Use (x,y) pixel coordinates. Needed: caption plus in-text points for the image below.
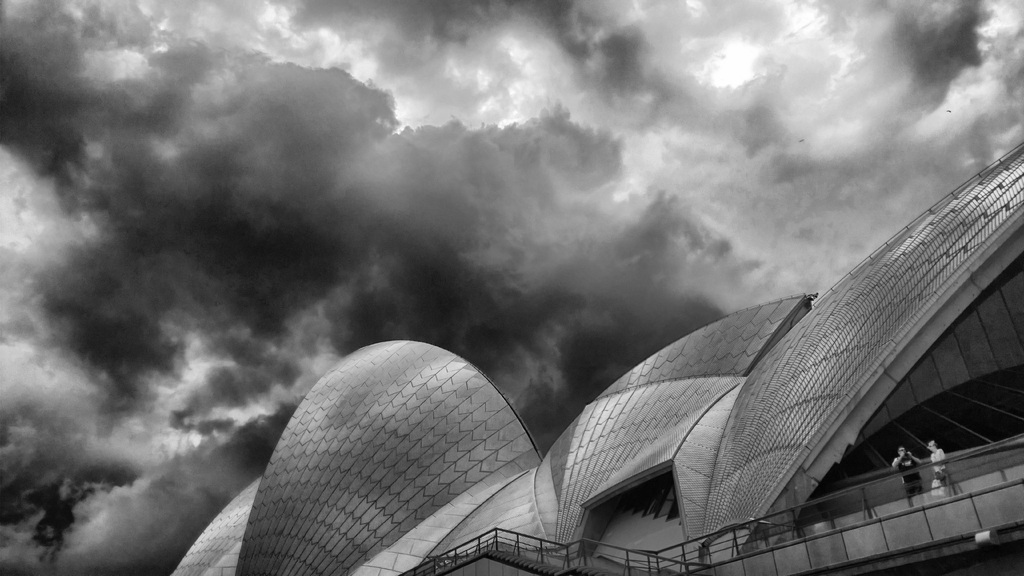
This picture is clicked outside. On the right (933,442) we can see the two persons (942,466) standing behind the deck rail (961,464) of the building (680,425) and we can see the roof (654,408) of the building (765,350). In the background (724,191) there is a sky (157,209) which is full of clouds (340,212).
